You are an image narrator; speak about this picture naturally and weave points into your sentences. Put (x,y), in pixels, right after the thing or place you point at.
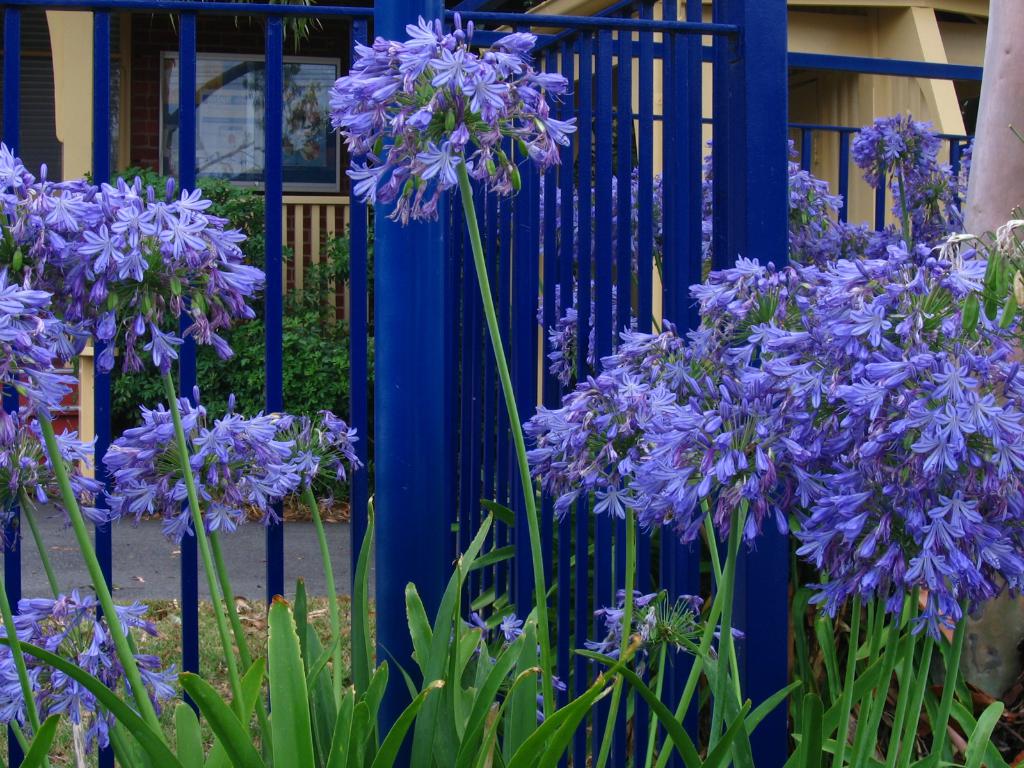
In this image in the foreground (863,400) there are some plants (472,544) and flowers (550,416), and in the background (719,153) there are grills (684,263) and house (303,239) and some boards (260,180) and there is a walkway (350,574) in the center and also there is some grass (207,616).
